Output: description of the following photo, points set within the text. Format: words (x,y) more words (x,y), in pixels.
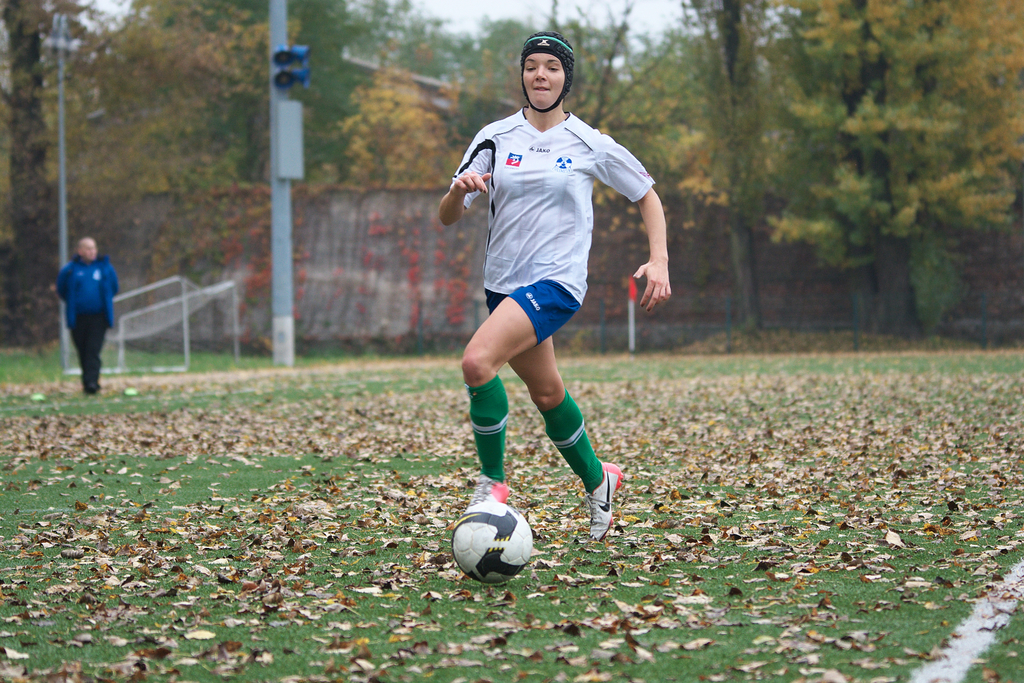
In this image, we can see a few people (551,282). Among them, we can see a person (555,202) wearing T-shirt (517,284) and shorts (523,301). We can see the ground (379,481) and some dried leaves (722,487). There are a few trees (131,112), poles (288,308). We can see the net (151,303) and the sky (111,11). We can also see a ball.
